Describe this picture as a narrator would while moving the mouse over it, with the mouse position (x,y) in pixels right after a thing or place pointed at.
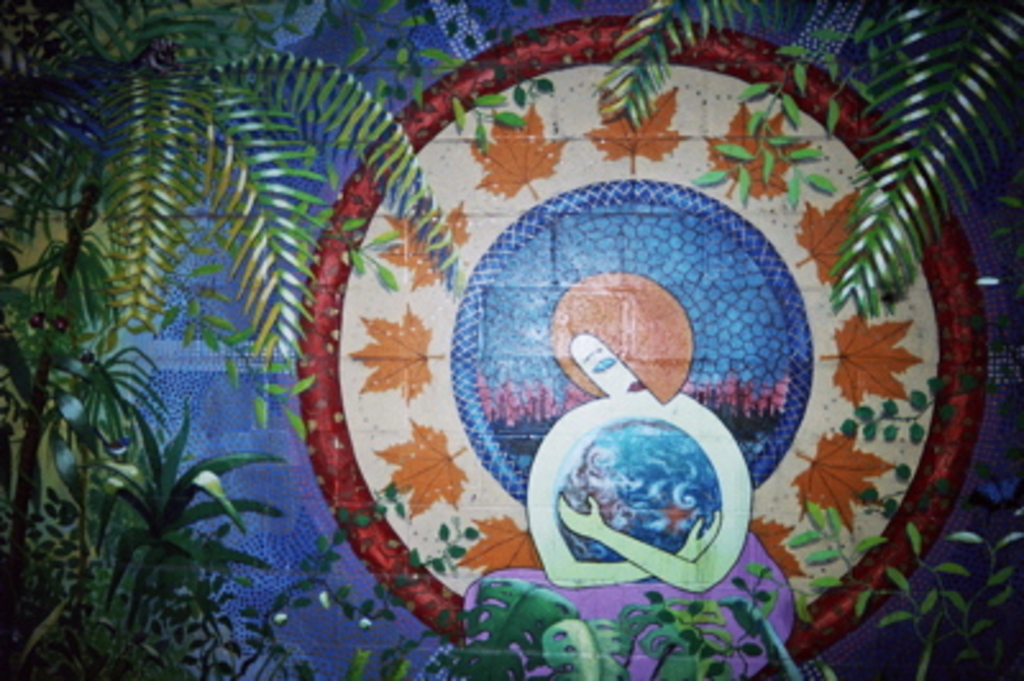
In this picture we can see trees (121,103) and in the background (867,50) we can see a wall (493,27) with a painting (828,228) of a woman (542,481) and leaves (882,385) on it.
